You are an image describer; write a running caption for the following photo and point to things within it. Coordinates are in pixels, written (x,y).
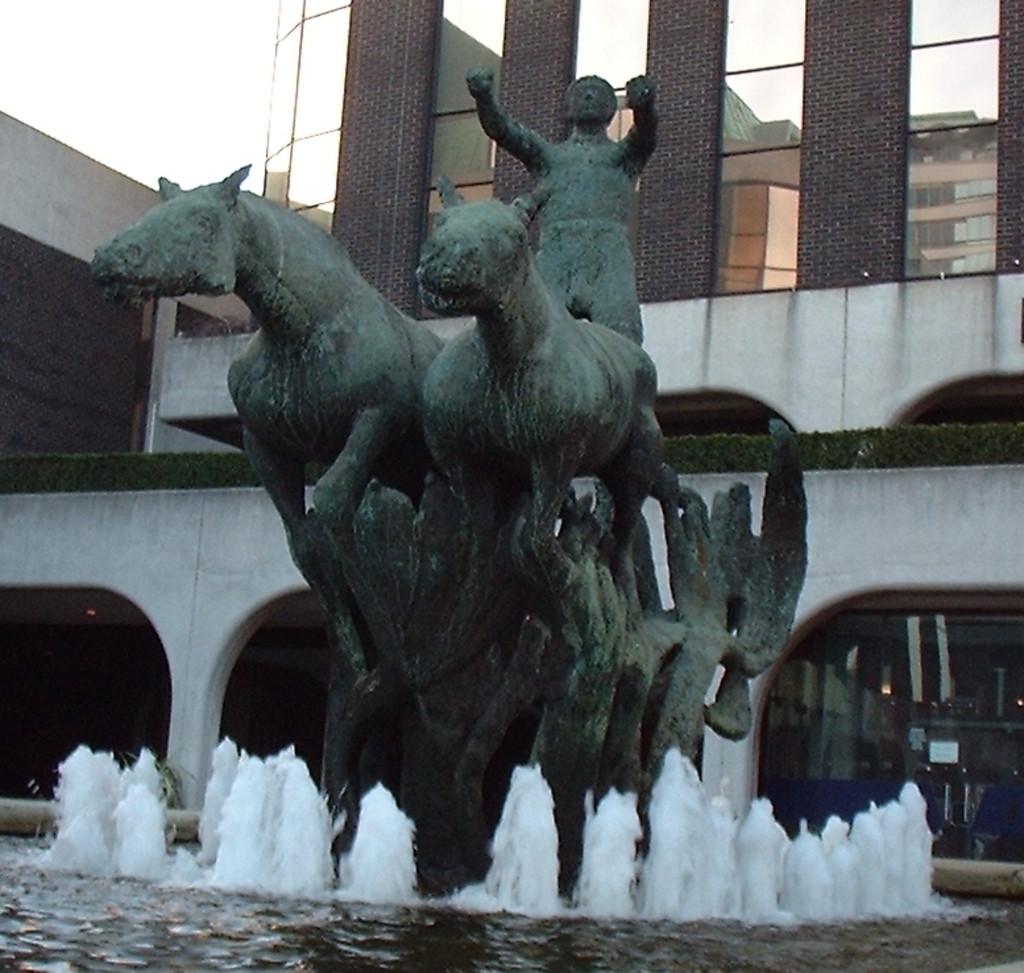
In the picture we can see a sculpture (340,523) with two horses (326,533) and a man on the cart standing and near it, we can see a fountain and in the background (905,625) we can see a house building (1021,111) with pillars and a sky (236,55).
